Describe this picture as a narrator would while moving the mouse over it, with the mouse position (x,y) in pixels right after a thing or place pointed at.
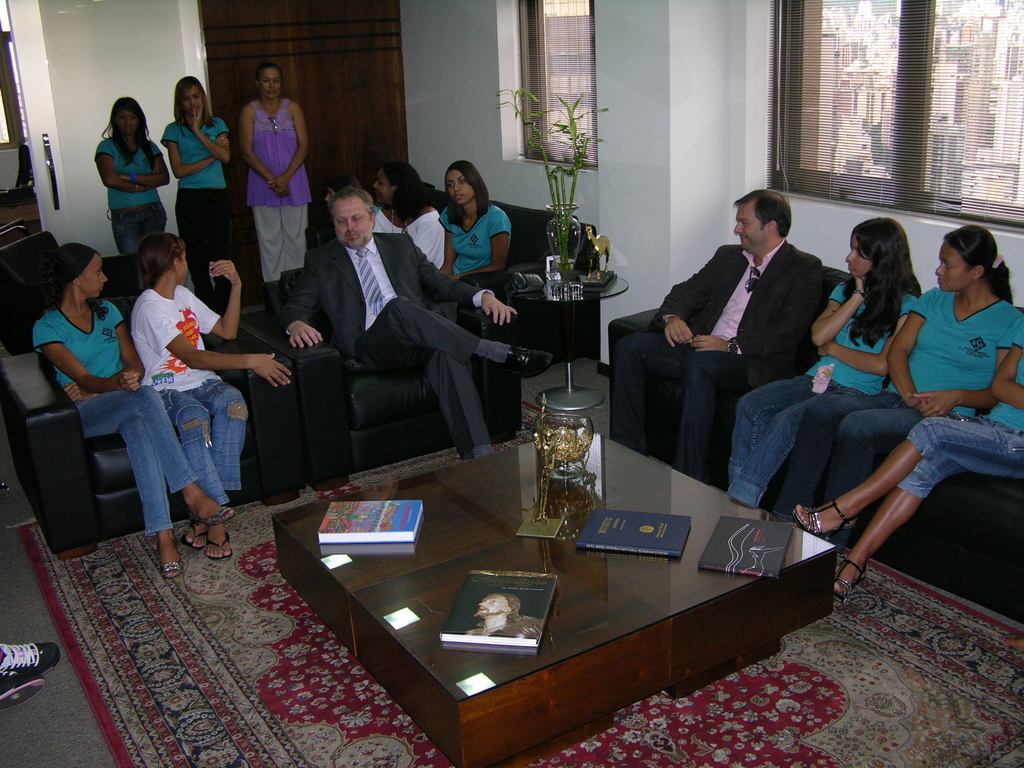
In the given image we can see sofas (256,404) and there are people (150,340) sitting on sofa (315,395). This is a carpet (232,661) which is in cream and red color. There is a table (396,562), on the table (439,546) we have four books (516,572). This is a plant (573,173) and a window (590,162).
